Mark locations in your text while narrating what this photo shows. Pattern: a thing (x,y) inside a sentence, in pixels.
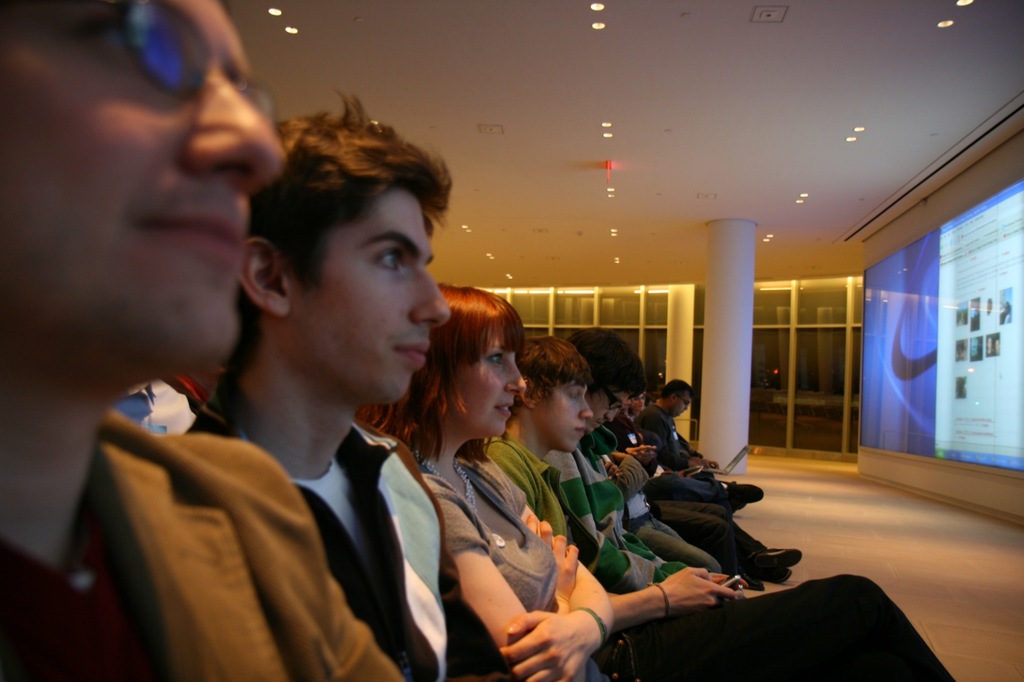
This image is taken indoors. At the top of the image (570,177) there is a ceiling (548,93) with lights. At the bottom of the image (456,558) a few people (337,499) are sitting on the chairs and there is a floor (973,625). On the right side of the image (953,424) there is a projector screen (939,342) on the wall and there are two pillars (691,339).
